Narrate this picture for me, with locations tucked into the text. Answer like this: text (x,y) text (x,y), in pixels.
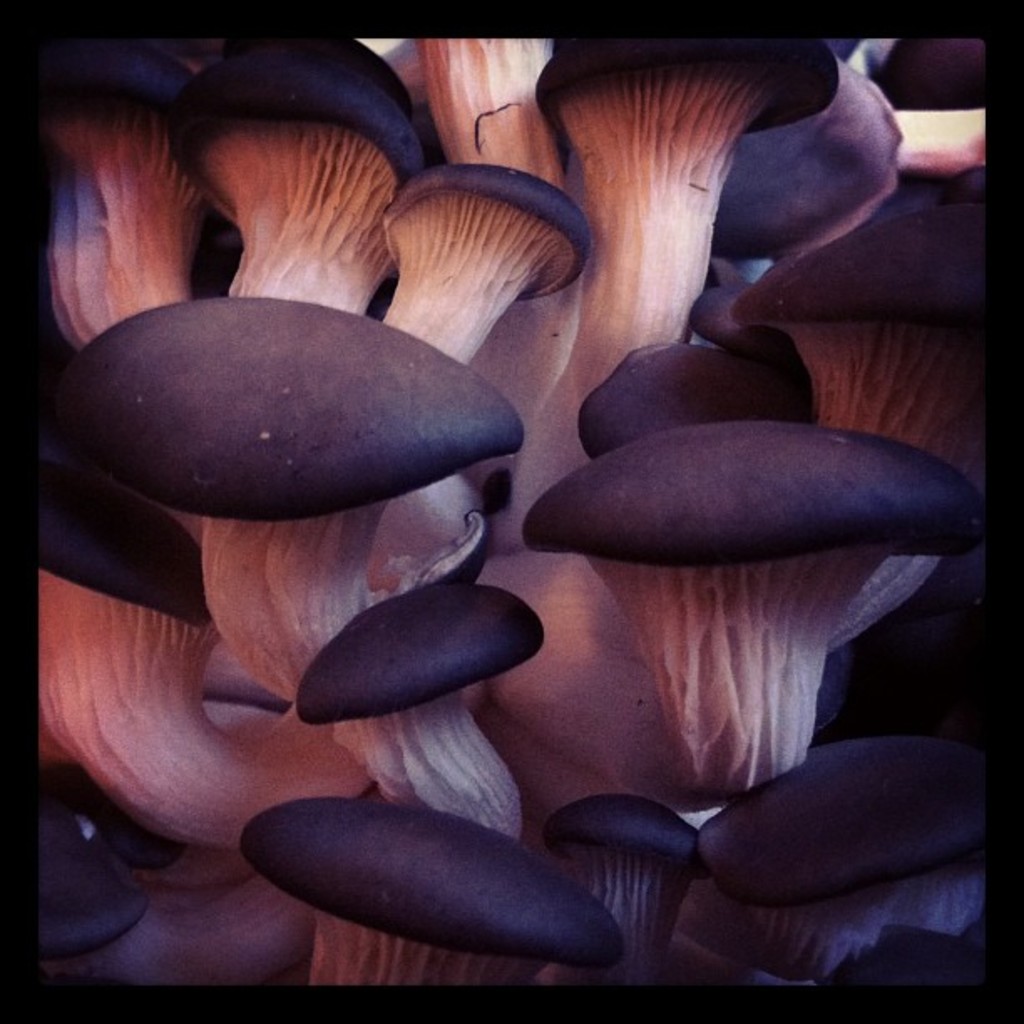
In this image I can see number of black and white colour mushrooms (507,375).
